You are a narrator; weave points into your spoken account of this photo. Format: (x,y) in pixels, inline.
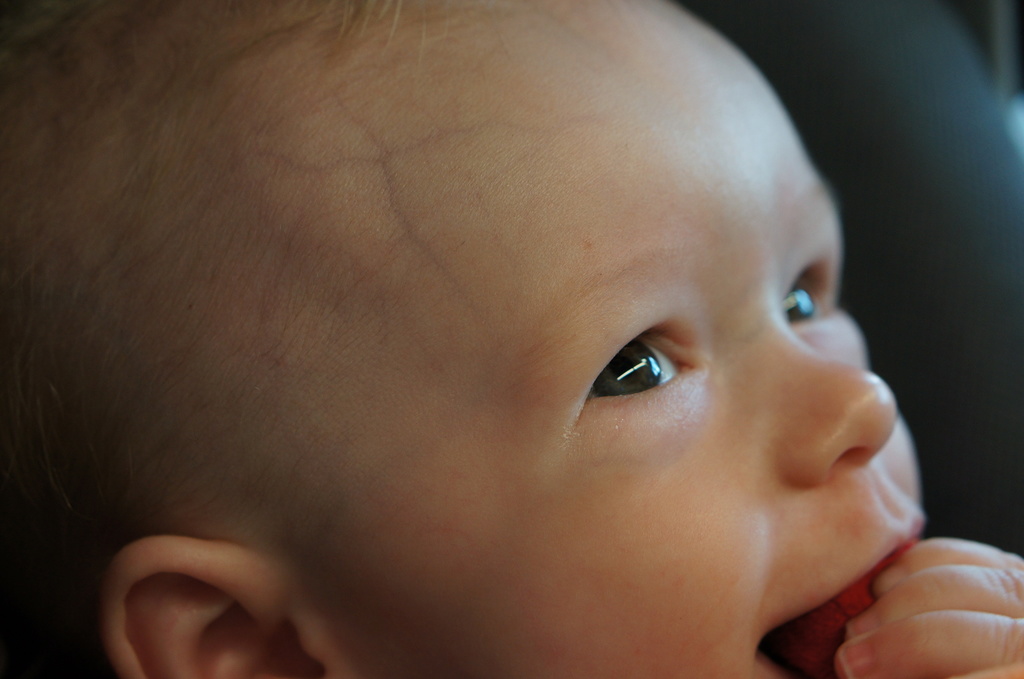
In the image there is a baby (671,280) keeping fingers (903,622) in mouth (770,662).
